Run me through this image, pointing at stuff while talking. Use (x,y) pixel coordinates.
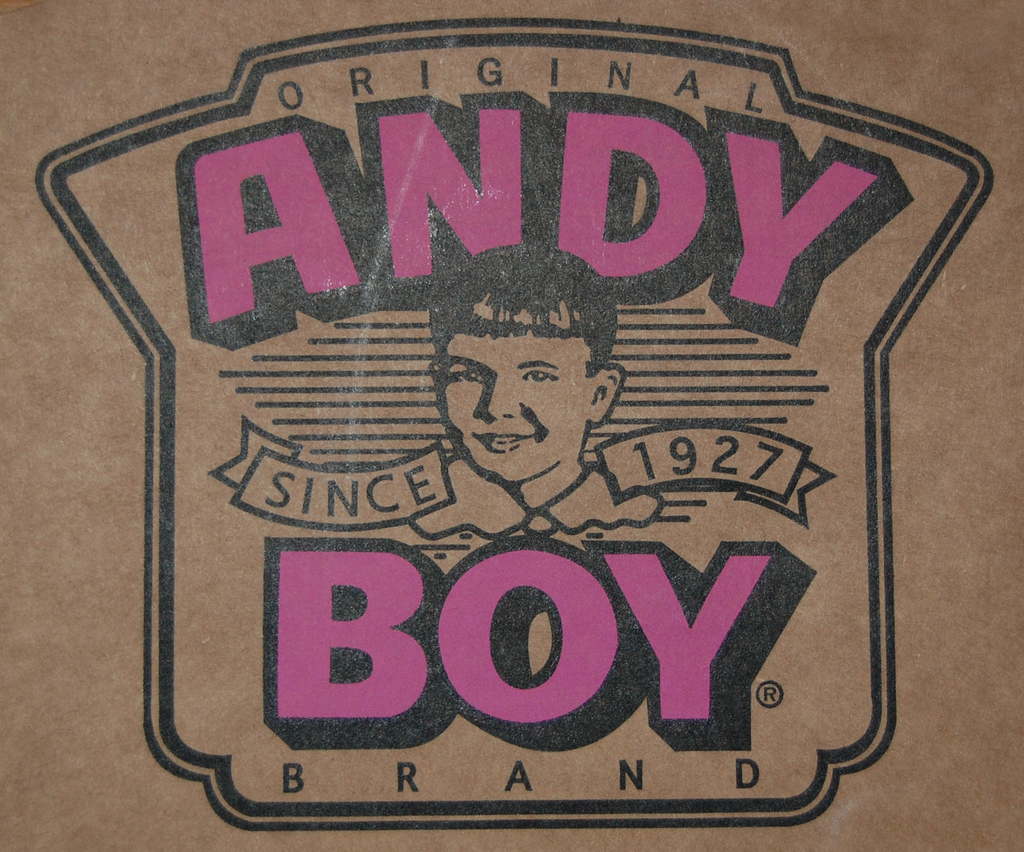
In the picture we can see a logo (908,119) on the brown color surface (821,70). Here we can see some edited text (519,633) in purple and black color. Here I can see a person's face (508,441).
